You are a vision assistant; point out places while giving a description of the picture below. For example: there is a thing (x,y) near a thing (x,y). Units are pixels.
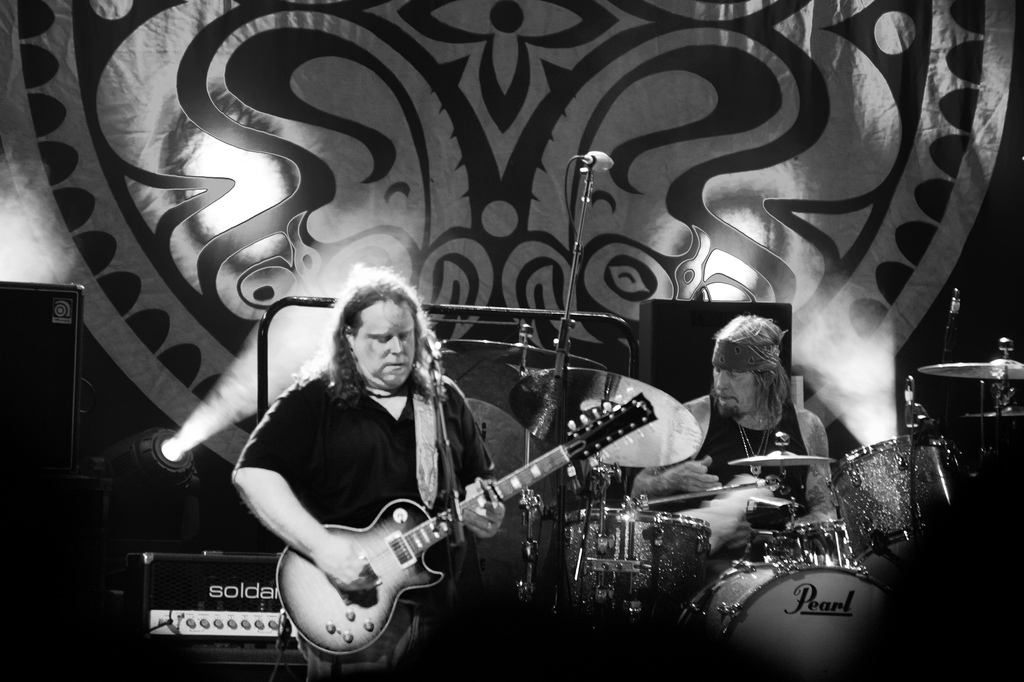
There are two persons (467,476). One person (469,508) holding guitar (418,536) and playing. Another person (787,483) playing drums (906,539). In the background (406,102) there is a banner (250,192). There are smoke (217,421), lights (184,433). There are many other items (659,330) mics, mic stands (558,342).
